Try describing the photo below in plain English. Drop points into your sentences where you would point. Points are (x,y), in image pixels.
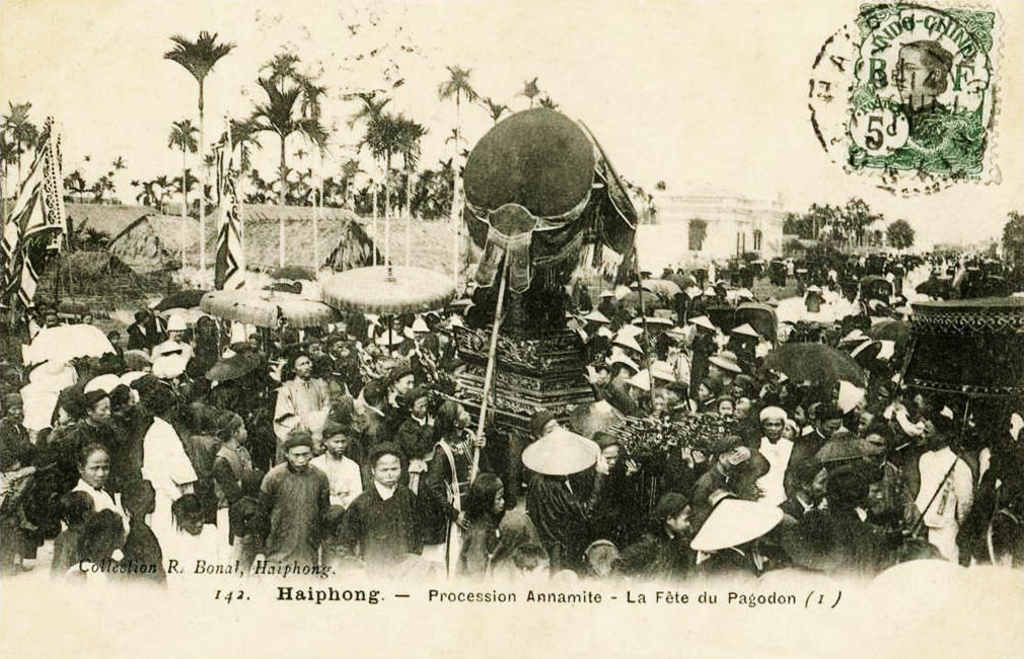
This is a black and white image and here we can see many people (153,551) and we can see a statue (557,284), flags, poles (500,325), trees (450,134) and buildings (748,229) and there are umbrellas (265,301).
